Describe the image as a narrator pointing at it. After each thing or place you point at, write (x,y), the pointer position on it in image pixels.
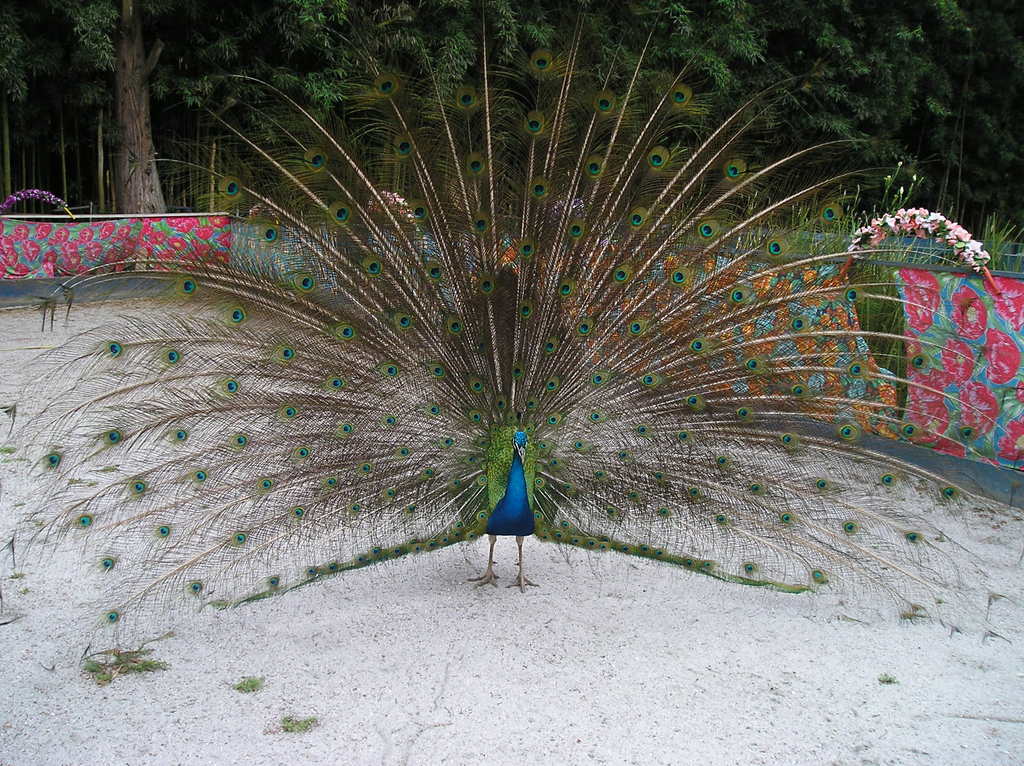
There is a peacock (544,499) at the bottom of this image (600,538). We can see trees (59,85) in the background (867,118).
